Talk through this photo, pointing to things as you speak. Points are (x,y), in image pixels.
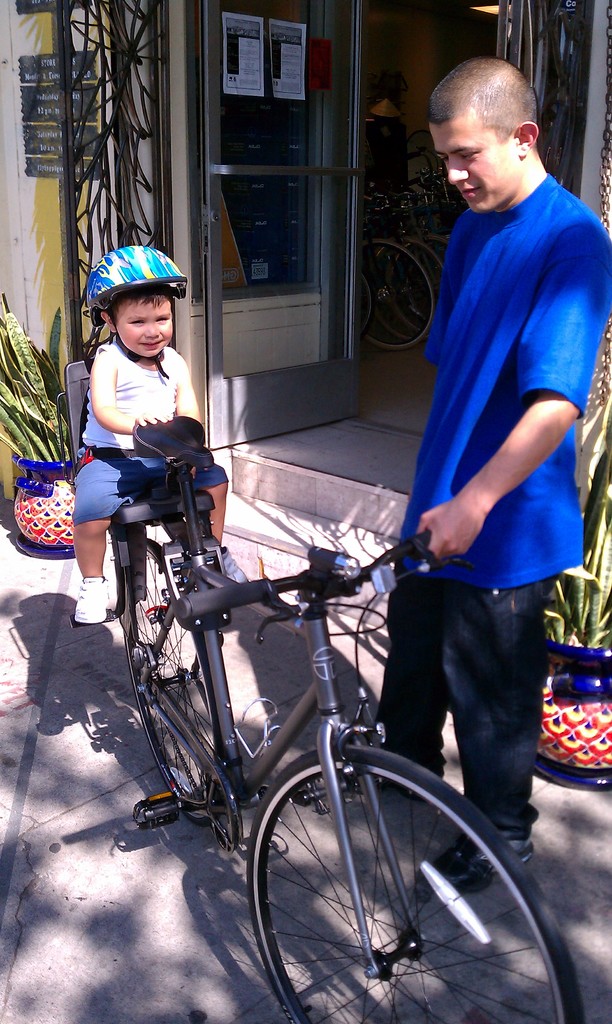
Here there is a man (455,291) standing with a bicycle (414,553) in his hand (480,524) and the back of the bicycle (167,500) there is a child (150,376) sitting with helmet (144,288) on his head (150,309) behind him there is a metal gate (94,94) and plant (46,419) is present there
